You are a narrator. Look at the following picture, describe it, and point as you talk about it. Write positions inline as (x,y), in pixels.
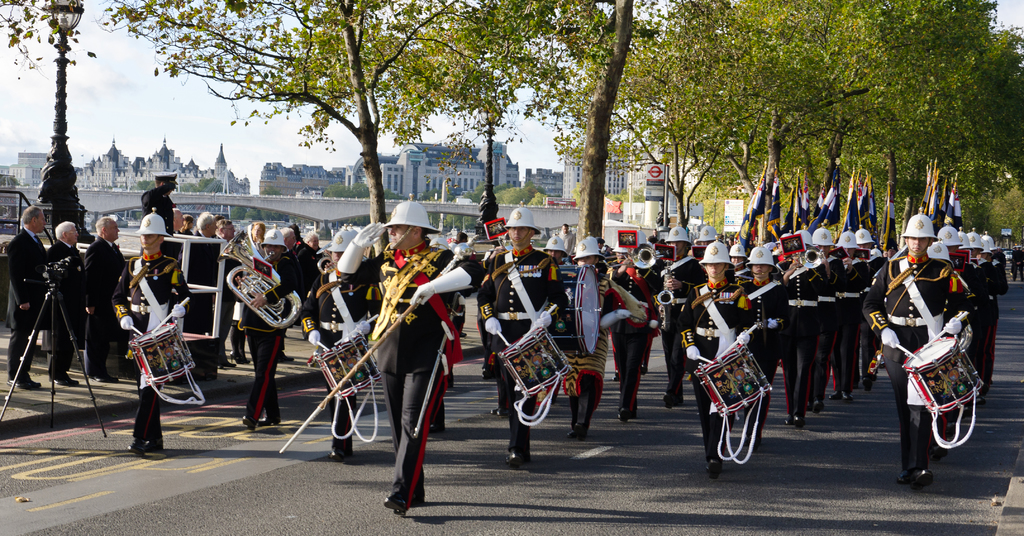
There are people (982,358) walking and holding musical instruments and wore helmets (408,222) and few people (68,286) standing. We can see stand (67,324). In the background (889,195) we can see flags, boards (648,197), poles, light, buildings (627,180), bridge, trees (755,176) and sky (252,173).
